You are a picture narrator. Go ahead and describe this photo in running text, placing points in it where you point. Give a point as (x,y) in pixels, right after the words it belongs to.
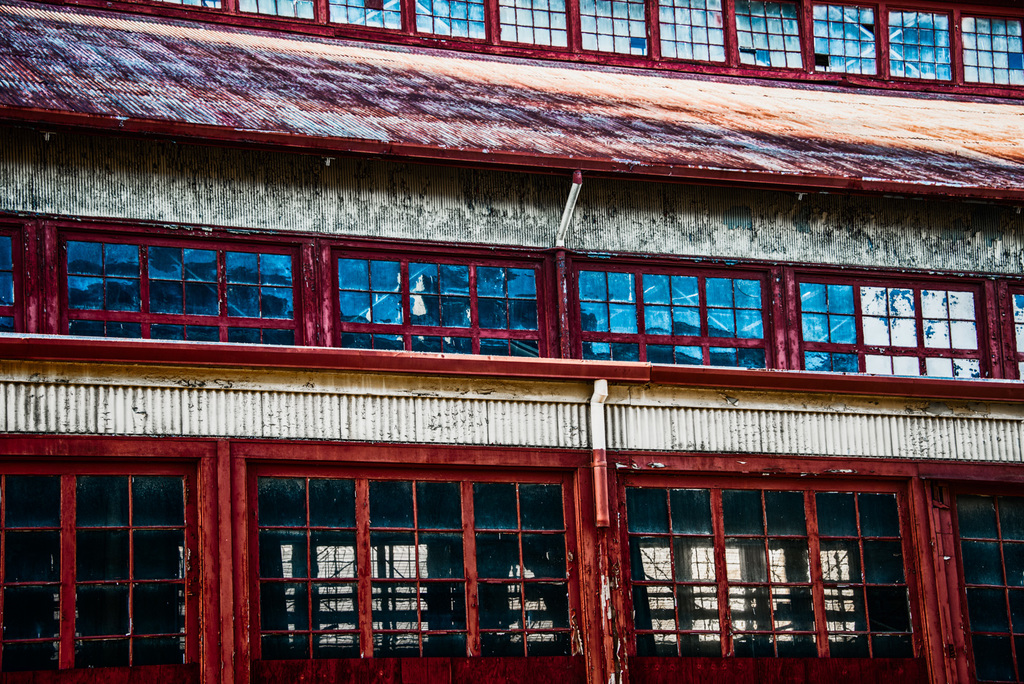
In this image there is a building (905,173). Only a part of the building (630,328) is captured in the image. There are windows (651,344) to the building (421,552). There are glass panels (399,546) to the window (795,530).
